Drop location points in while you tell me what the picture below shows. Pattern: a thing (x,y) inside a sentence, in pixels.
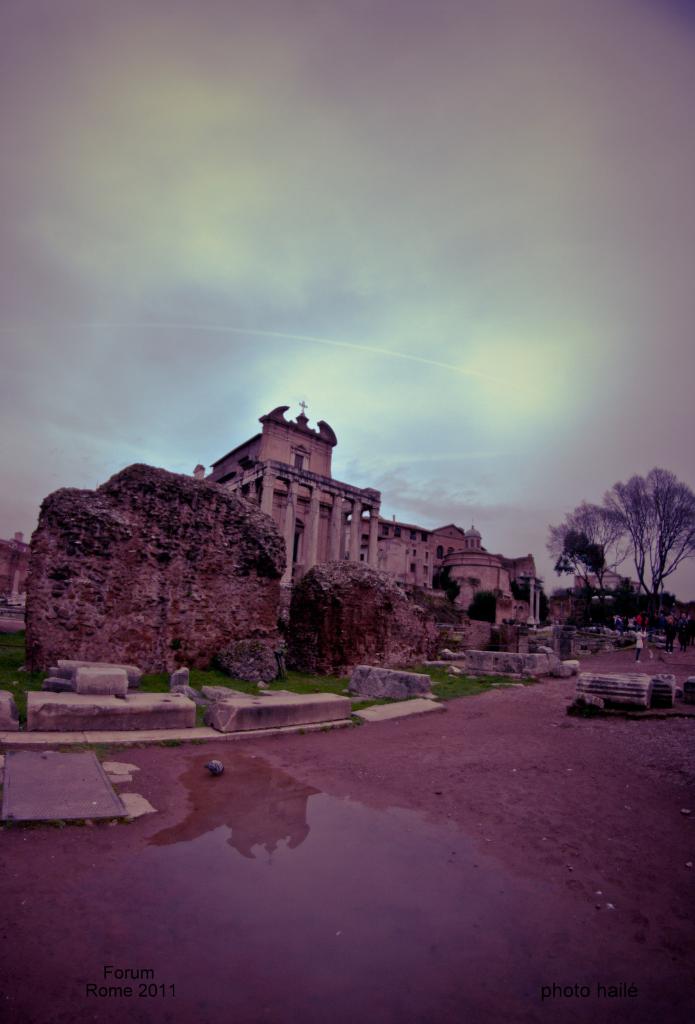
In this image, I can see a building (324,542), rocks (390,629) and trees (592,603). At the bottom of the image (279,865), I can see the water (307,863) and the watermarks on the image. At the top of the image (314,199), this is the sky (513,350). On the right side of the image (686,635), there are few people (683,643) standing.
